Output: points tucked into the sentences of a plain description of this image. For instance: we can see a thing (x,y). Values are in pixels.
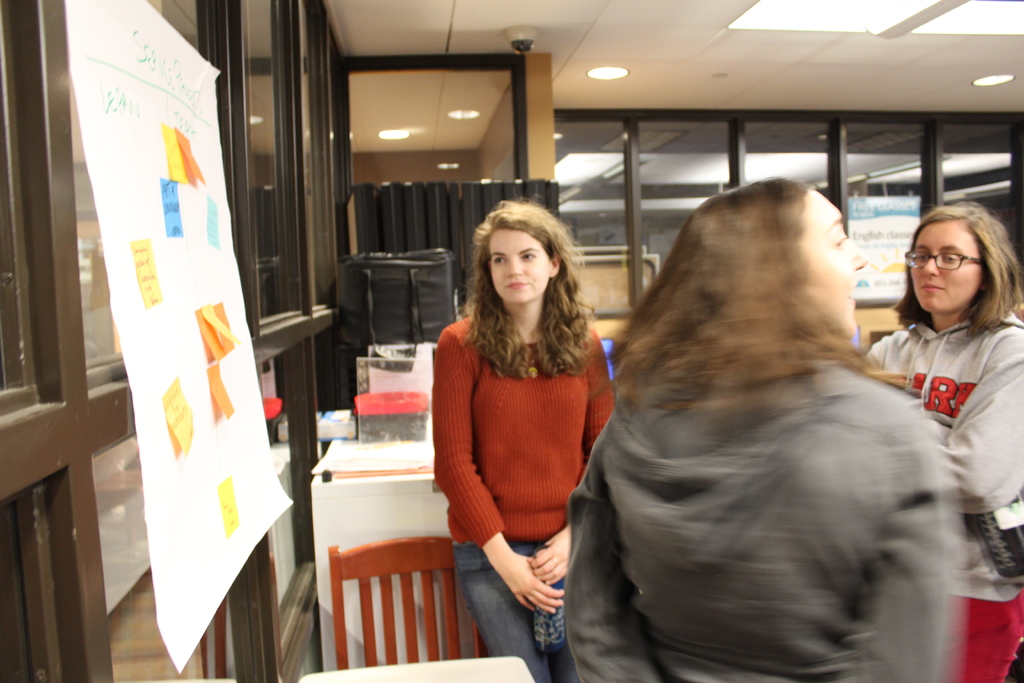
In this picture I can observe three women (704,395) standing on the floor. On the left side (179,284) there is a chart (191,370) stuck to the glass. One of the woman (914,315) is wearing spectacles (942,259). In the background (599,208) I can observe glass windows (690,181).
